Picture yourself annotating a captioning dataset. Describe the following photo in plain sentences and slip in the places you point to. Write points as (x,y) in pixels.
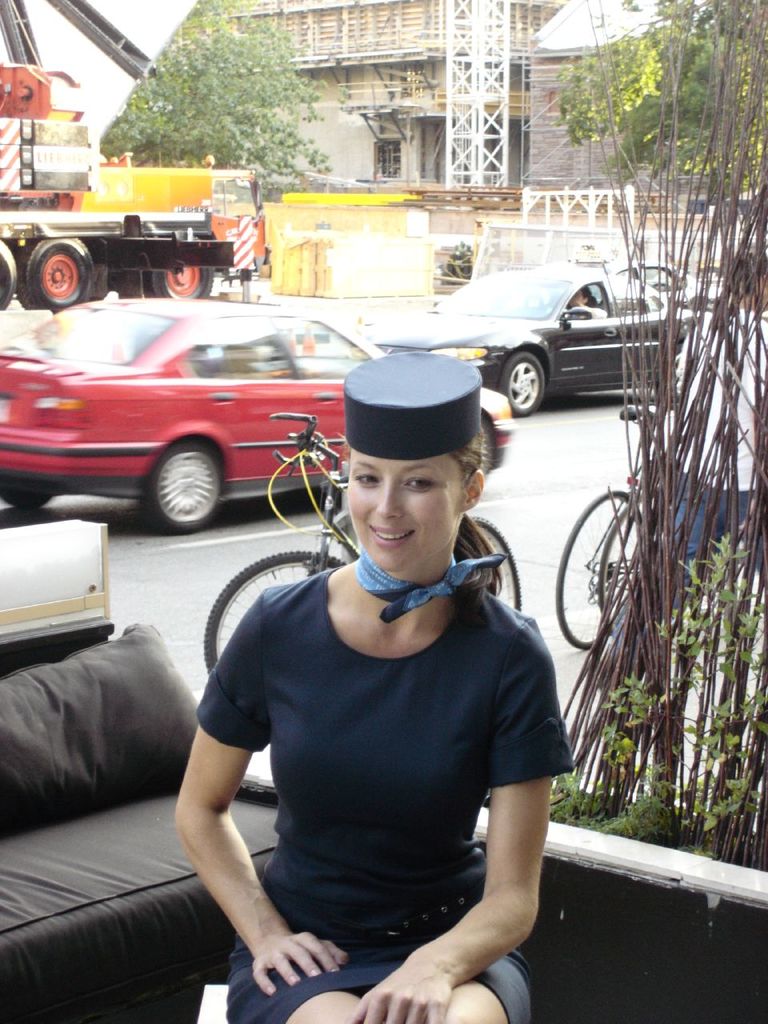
In this image there is a girl (304,659) sitting in the sofa (169,879) near the plants (763,419), behind her there is a road (248,532) where so many cars (158,510) and bicycles (495,531) riding on it, also there is a building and crane (187,253) with some things (279,236) in it.
